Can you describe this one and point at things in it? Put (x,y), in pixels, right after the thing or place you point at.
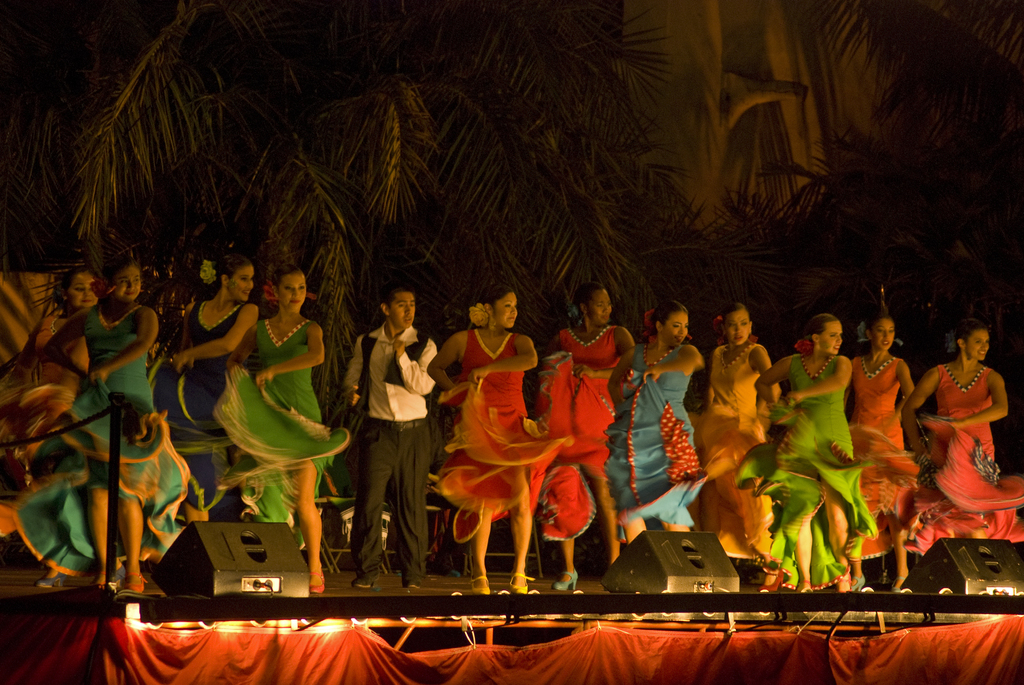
In this picture there are people (289,419) dancing on the stage (331,599) and we can see devices (198,560), pole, lights (1017,592) and rope (75,423). In the background of the image (495,186) we can see trees (863,207) and wall (650,26).
